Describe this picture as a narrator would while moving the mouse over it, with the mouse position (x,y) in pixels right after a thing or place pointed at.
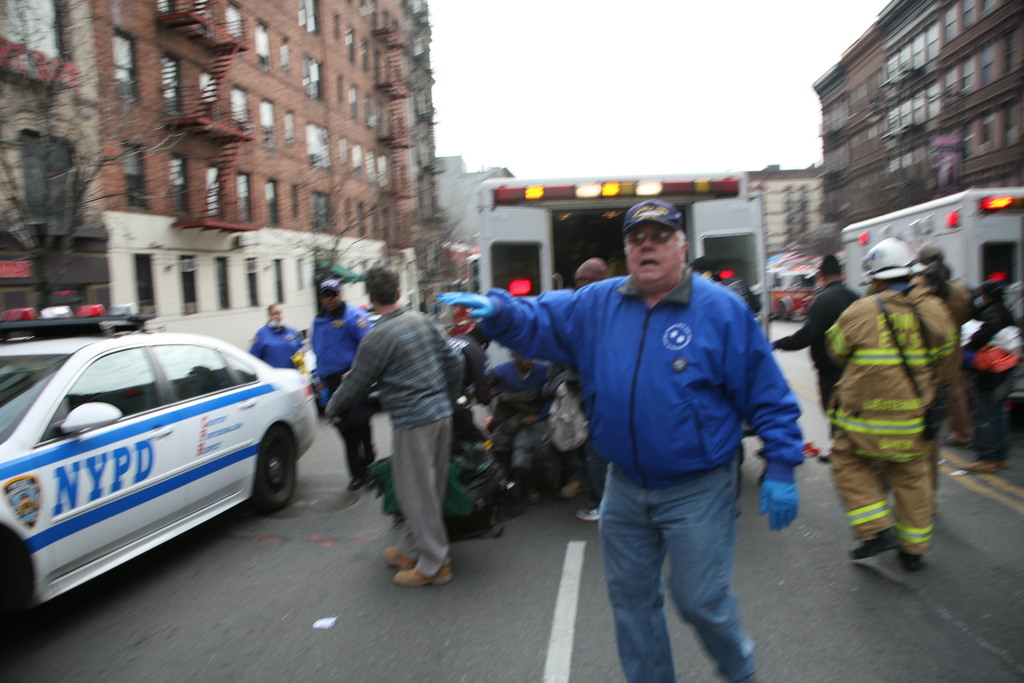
This picture is clicked outside. In the center (671,311) we can see the group of persons (624,413). On the left (176,337) there is a white color car (184,434) seems to be parked on the ground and we can see the text (105,455) on the car (106,454) and we can see the two white color vehicles (957,279). In the background (491,56) there is a sky (590,74), buildings (956,180) and we can see the windows (287,127) of the buildings (285,149) and some other objects (461,268).
